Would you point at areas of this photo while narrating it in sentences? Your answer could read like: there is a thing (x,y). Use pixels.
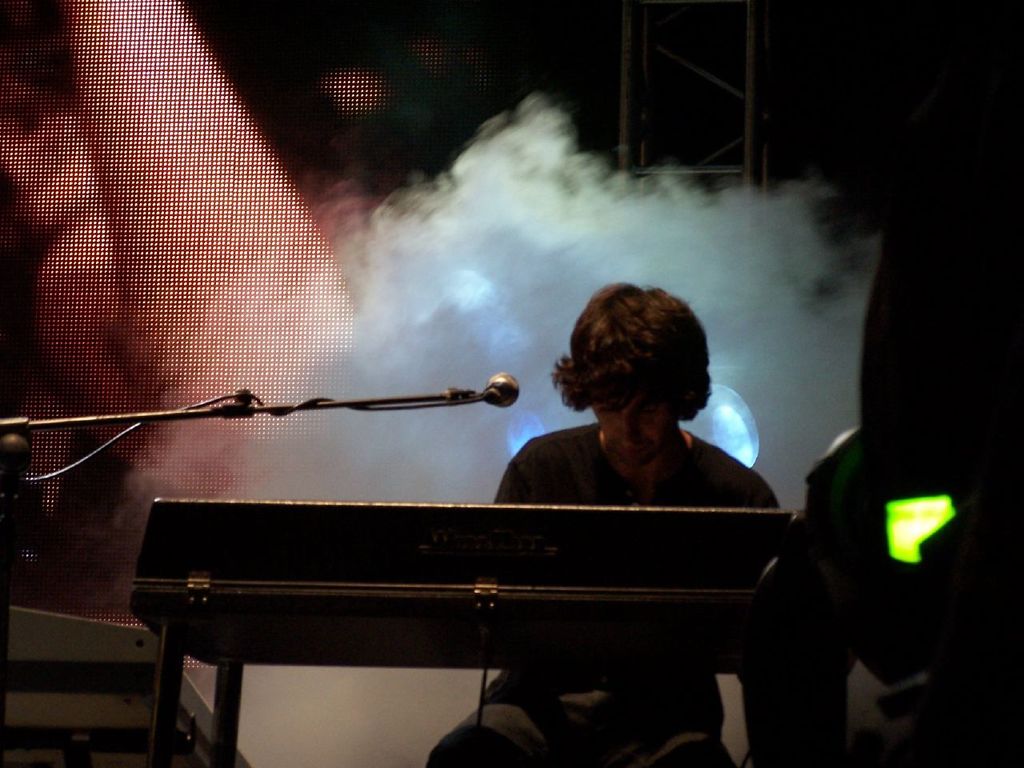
This image might be clicked in a musical concert. There is a smoke (567,237) in the middle (532,273). There is a mic (515,389) placed in the middle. There is a person (634,456) sitting, there is a keyboard (162,537) in front of him, he is playing keyboard (543,617). There are lights (284,327) back side.
